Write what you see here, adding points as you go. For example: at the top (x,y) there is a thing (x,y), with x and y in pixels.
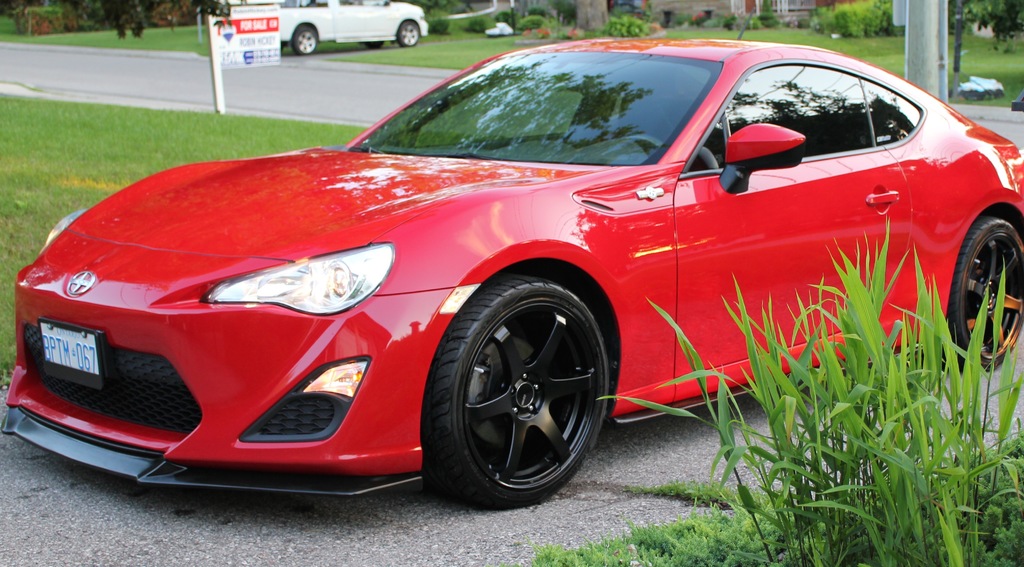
In the foreground of the picture (697,219) there are plants (692,529), grass (668,319) and a red color car (537,261). In the background (863,18) there are plants (846,19), cardboard (236,48), trees (115,17), buildings (690,14), grass (349,60) and road (280,89).
